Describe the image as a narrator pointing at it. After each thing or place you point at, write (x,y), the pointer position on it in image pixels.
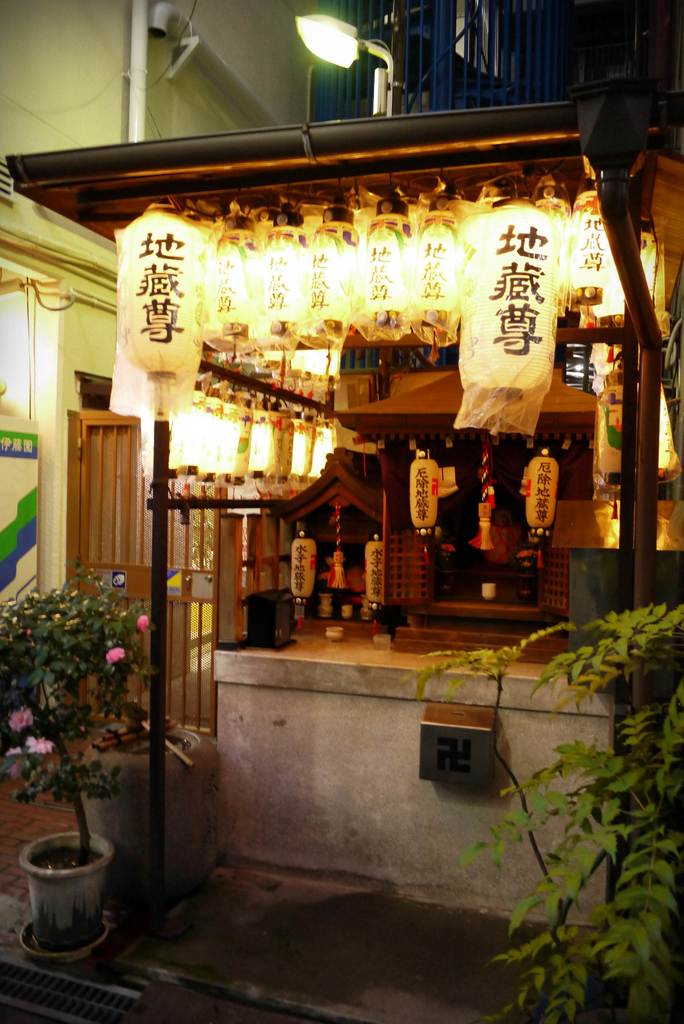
In this picture, we can see a shrine (558,571), with some objects (586,523), lights (377,319) with some objects (377,319), and we can see the ground (7,977), with some objects (51,901) like poles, pot (60,908) with plant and some flowers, we can see some plants (499,720), and we can see light (377,52) in the top of the picture (389,60).
